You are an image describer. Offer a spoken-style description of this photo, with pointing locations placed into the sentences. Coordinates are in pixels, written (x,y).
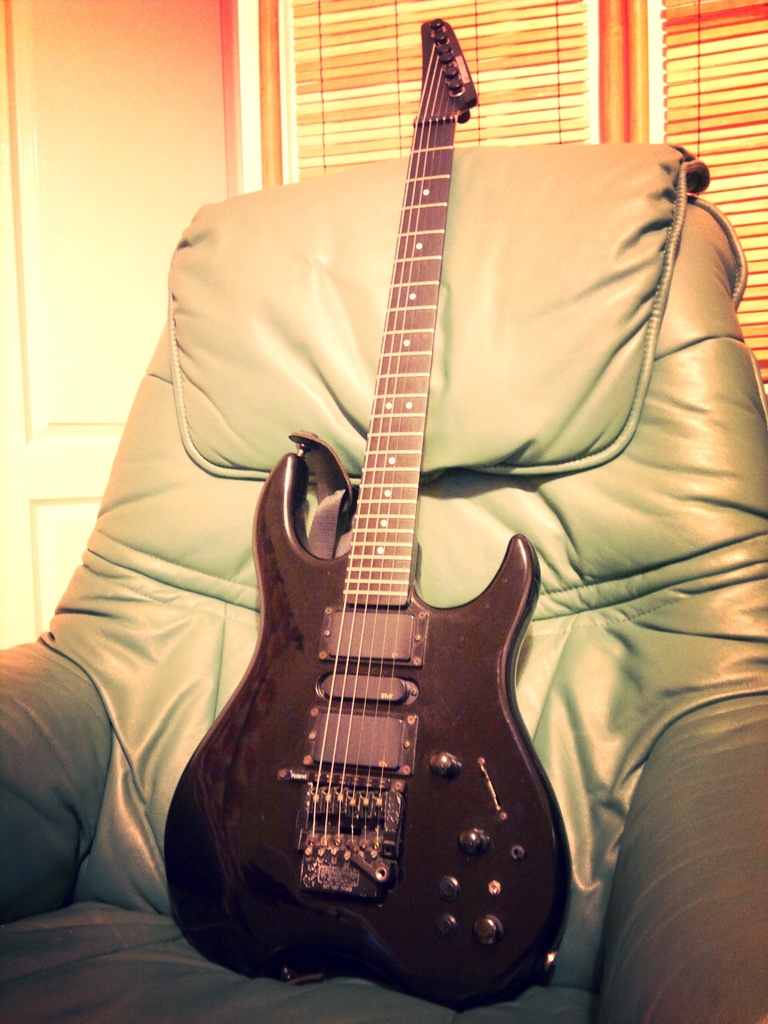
In this picture I can see a guitar (387,628) on the chair (338,415) and I can see blinds (532,125) to the window (653,23).
